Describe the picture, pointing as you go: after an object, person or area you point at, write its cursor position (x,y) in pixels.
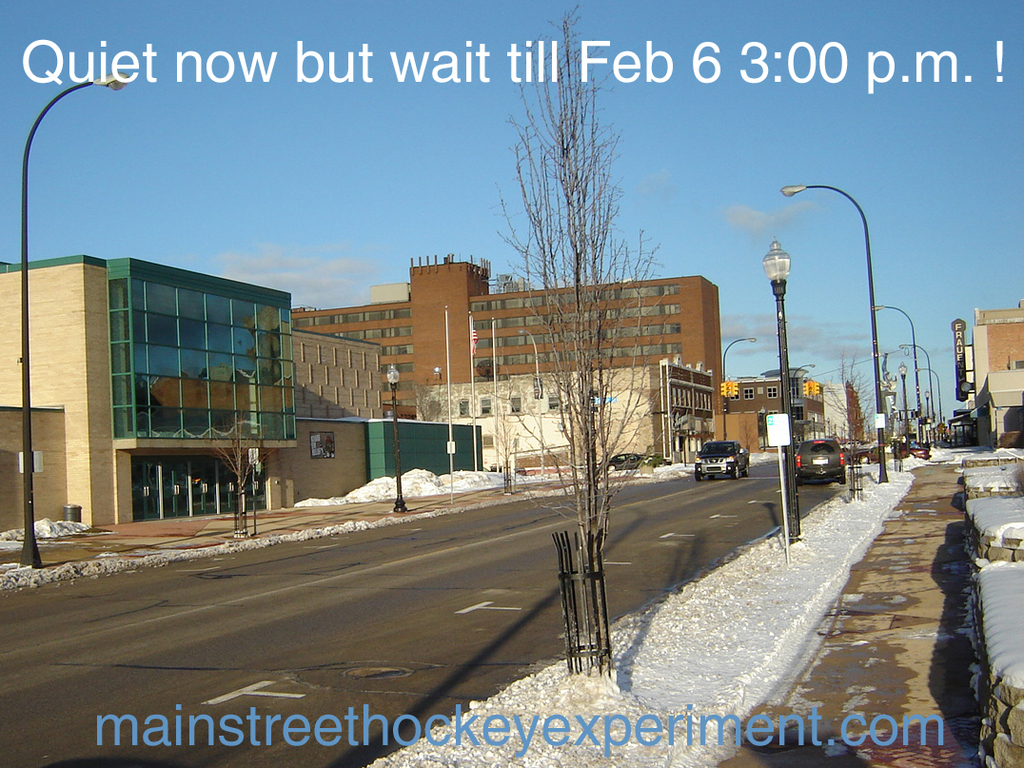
In this picture I can see vehicles (813,454) on the road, there are poles (882,461), lights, boards (779,415), there is snow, there are buildings (5,285), trees (595,470), and in the background (635,135) there is sky (698,135) and there are watermarks (350,737) on the image.
